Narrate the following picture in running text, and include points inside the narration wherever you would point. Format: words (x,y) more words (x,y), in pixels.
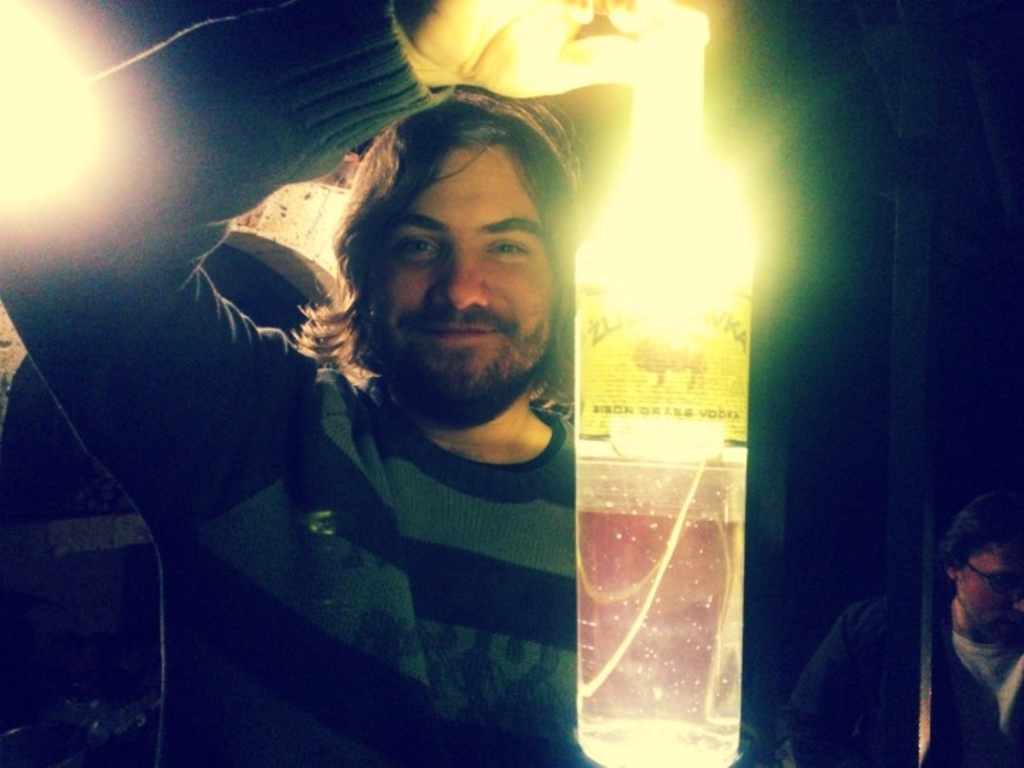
In this image I can see two people (454,606) with different color dresses (407,633). I can see one person (512,460) is holding the bottle (617,531). I can also see some lights (661,241). And there is a black background (970,143).
